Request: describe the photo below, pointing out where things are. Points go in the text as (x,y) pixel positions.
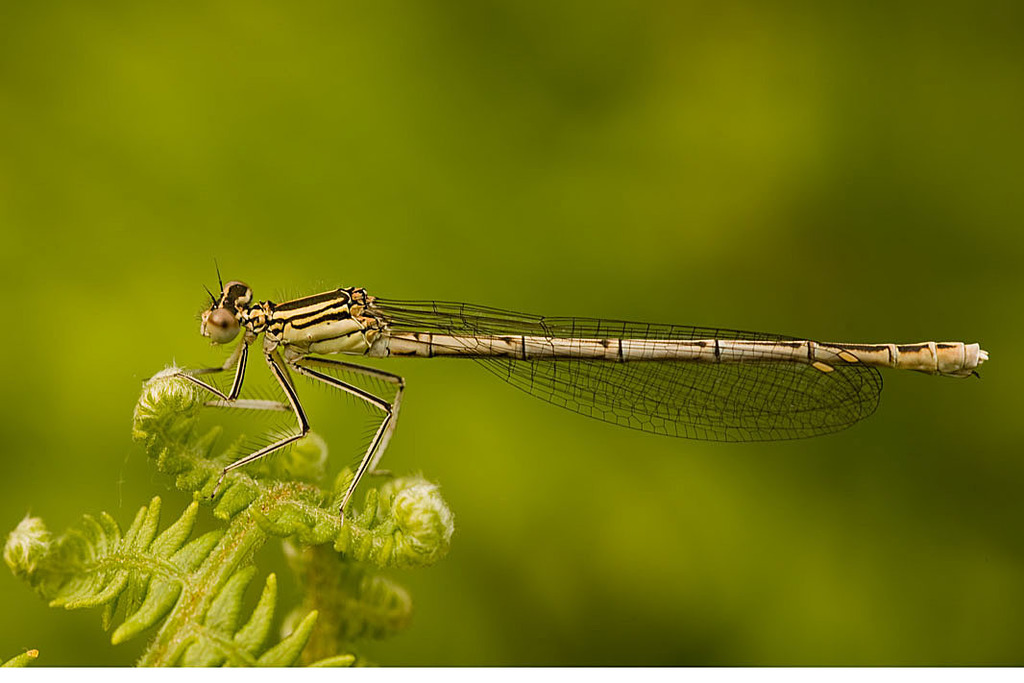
This picture shows a Dragonfly (503,377) on the plant (272,470). it is black and light brown in color.
